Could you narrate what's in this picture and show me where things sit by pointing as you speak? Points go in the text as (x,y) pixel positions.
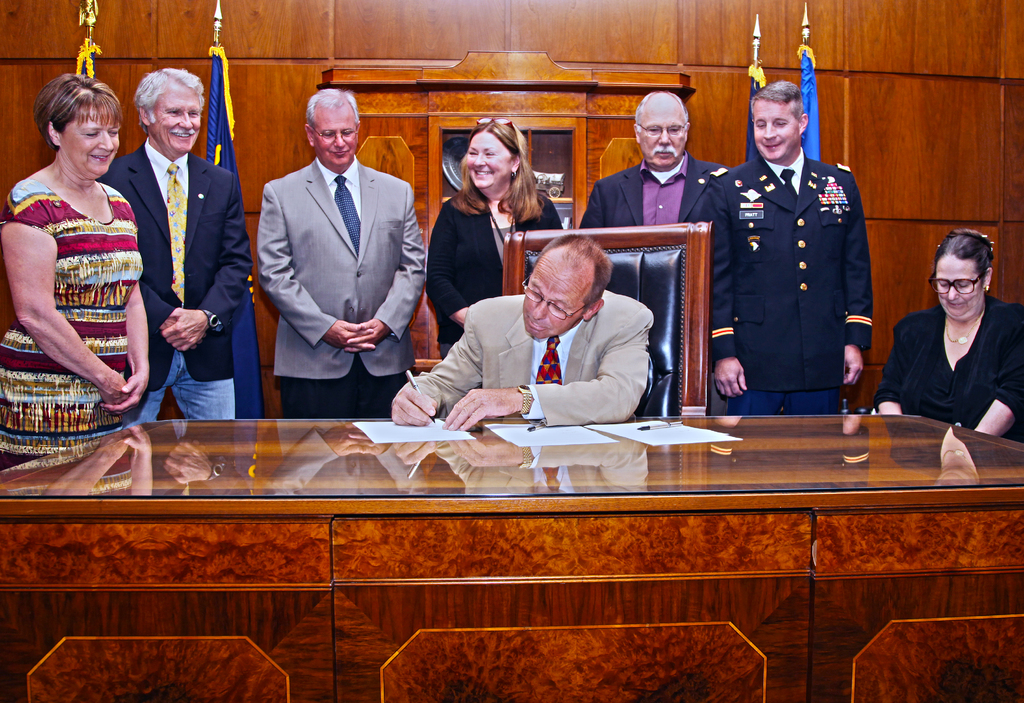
In the center of the image (537,293) we can see there is a person (529,341) sitting at the table (463,451). In the background (821,118) we can see persons (696,198) standing, flags (808,119) and wall (364,34).
